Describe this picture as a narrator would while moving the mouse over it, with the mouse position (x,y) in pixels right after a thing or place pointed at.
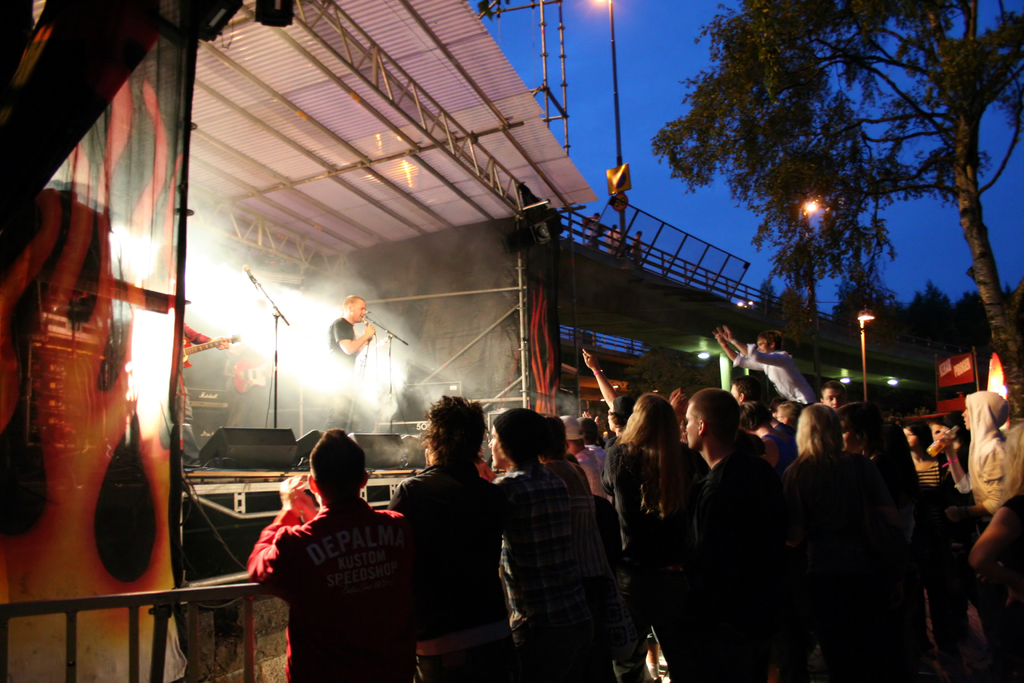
In this picture these are audience (968,588) and there are two people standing on the stage (304,403) and we can see musical instruments (191,353), devices (271,441), curtains (100,445), rods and microphones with stands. In the background of the image (946,341) we can see board (948,367), lights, trees (904,332), poles (863,333), people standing on the bridge (875,342) and sky (670,171).
